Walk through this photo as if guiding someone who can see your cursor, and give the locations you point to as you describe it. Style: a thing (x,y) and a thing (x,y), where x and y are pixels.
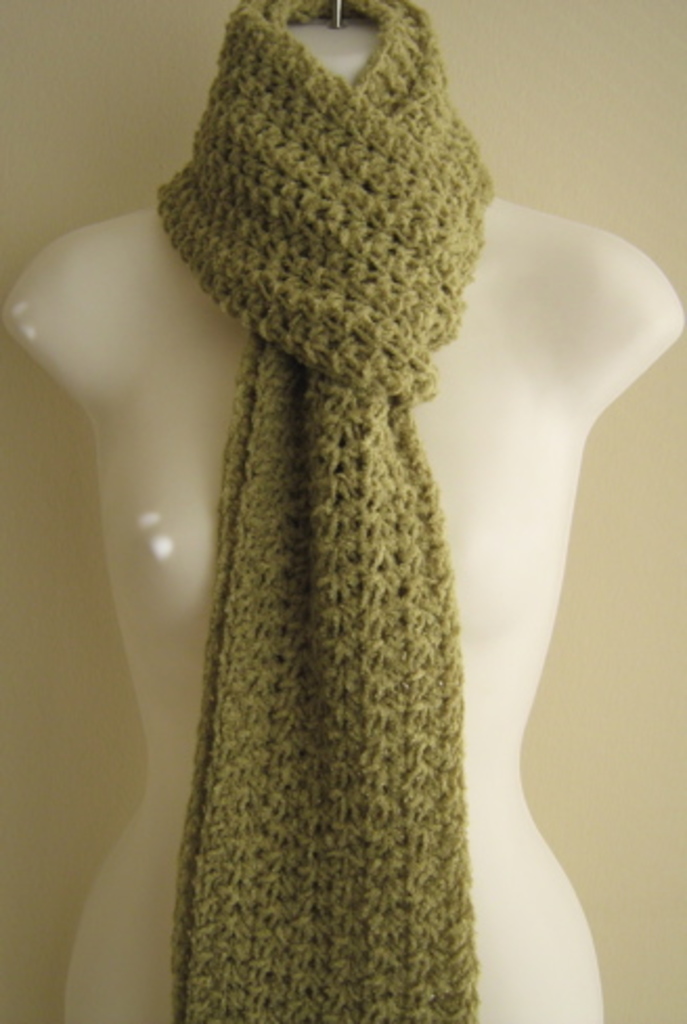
In this image I can see a mannequin (174,447) to which there is a neck wear (340,378). At the back of it I can see the wall (519,107).
